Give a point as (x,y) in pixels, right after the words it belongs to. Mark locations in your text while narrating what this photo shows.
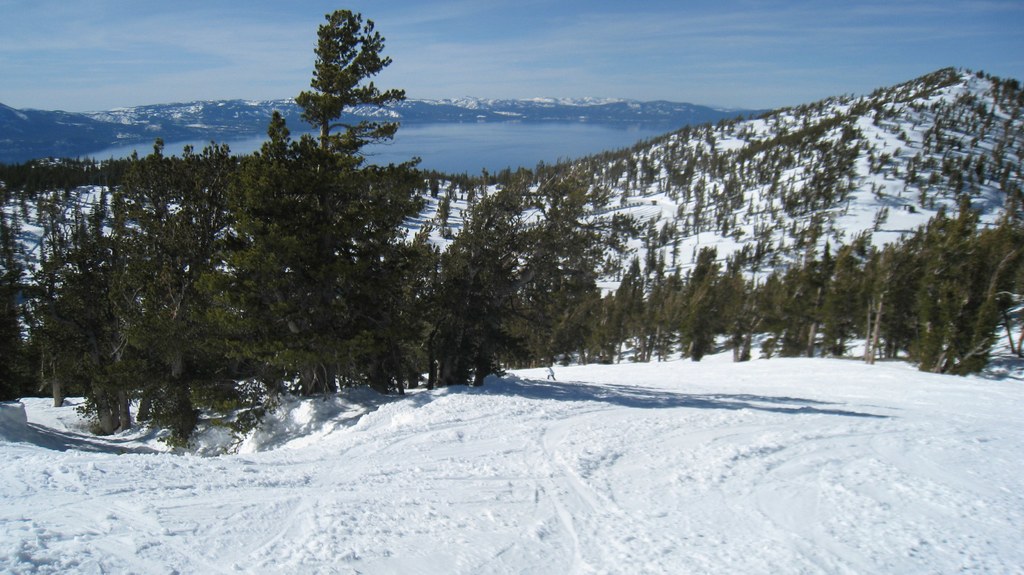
This picture shows trees (880,285) and we see a water (431,154) and a blue cloudy sky (599,65) and we see snow (679,464).
